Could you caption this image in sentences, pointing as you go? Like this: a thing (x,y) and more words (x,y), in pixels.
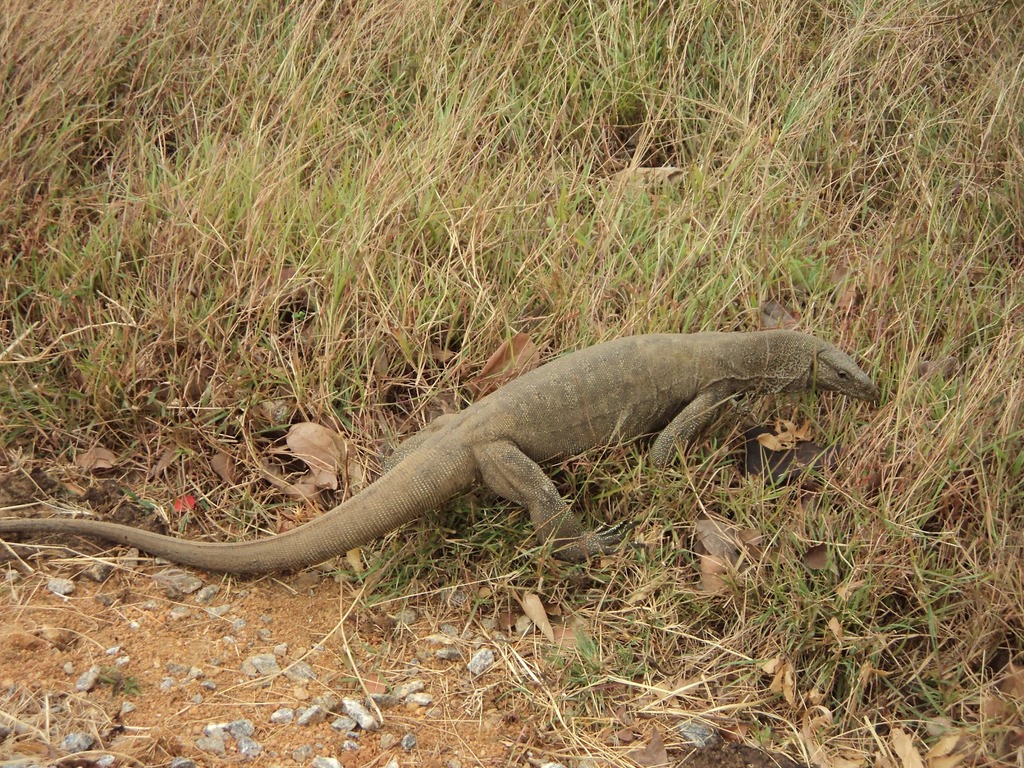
In this image we can see a reptile (581,418) on the grass (440,558) and dried leaves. We can also see some stones (358,718).
